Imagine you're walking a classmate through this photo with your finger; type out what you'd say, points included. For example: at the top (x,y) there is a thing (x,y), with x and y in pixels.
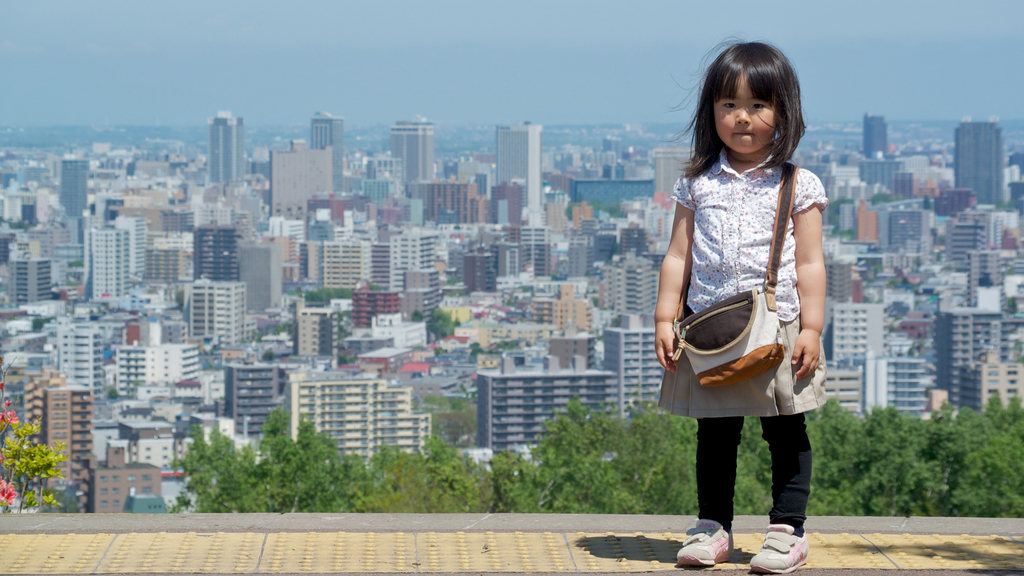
In this picture we can see a girl (674,412) carrying a bag (788,226) and standing on a path (353,538), flowers (5,484), trees (483,492), buildings (448,207) and in the background (385,92) we can see the sky (498,105).
